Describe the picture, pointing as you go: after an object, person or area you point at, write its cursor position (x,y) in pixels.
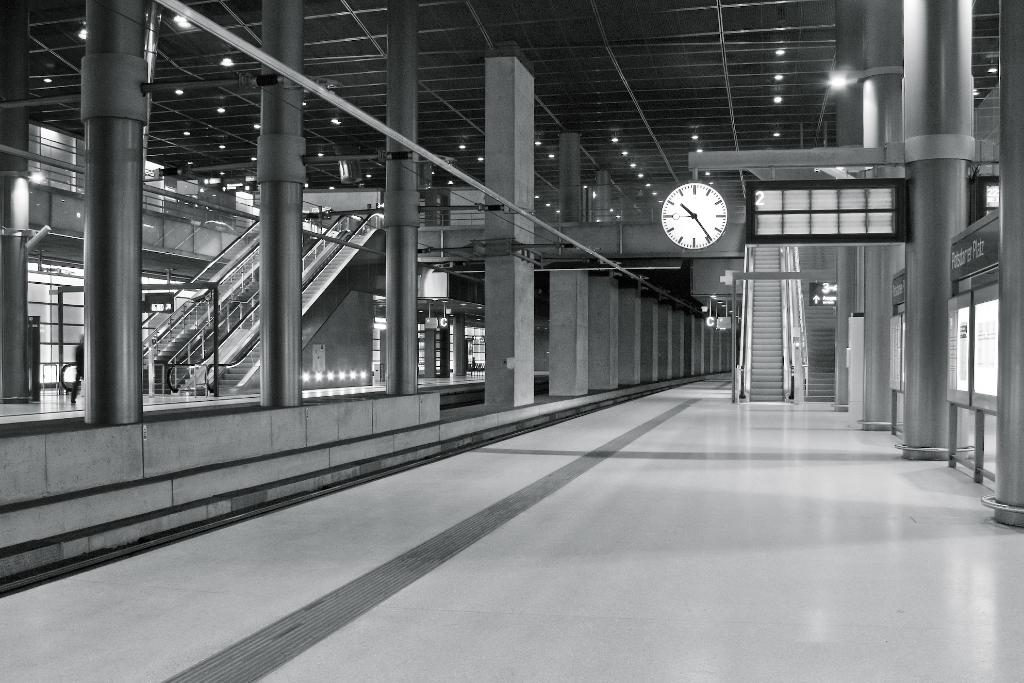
An inside picture of a building (389,495). Lights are attached to the ceiling (765,100). Here we can see pillars (123,319), clock (693,221), escalators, board (956,377) and person (81,348).
